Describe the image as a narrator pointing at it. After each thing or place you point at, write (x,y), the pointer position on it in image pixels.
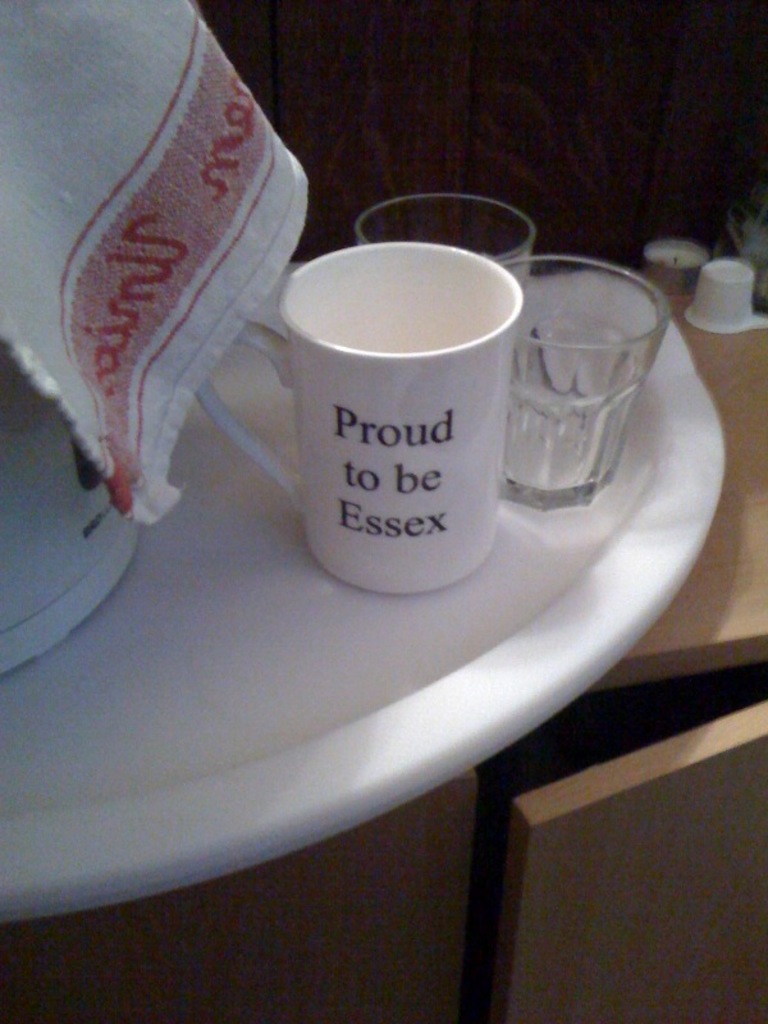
In this image we can see different objects (539,487) are on the wooden cupboard (336,919).
